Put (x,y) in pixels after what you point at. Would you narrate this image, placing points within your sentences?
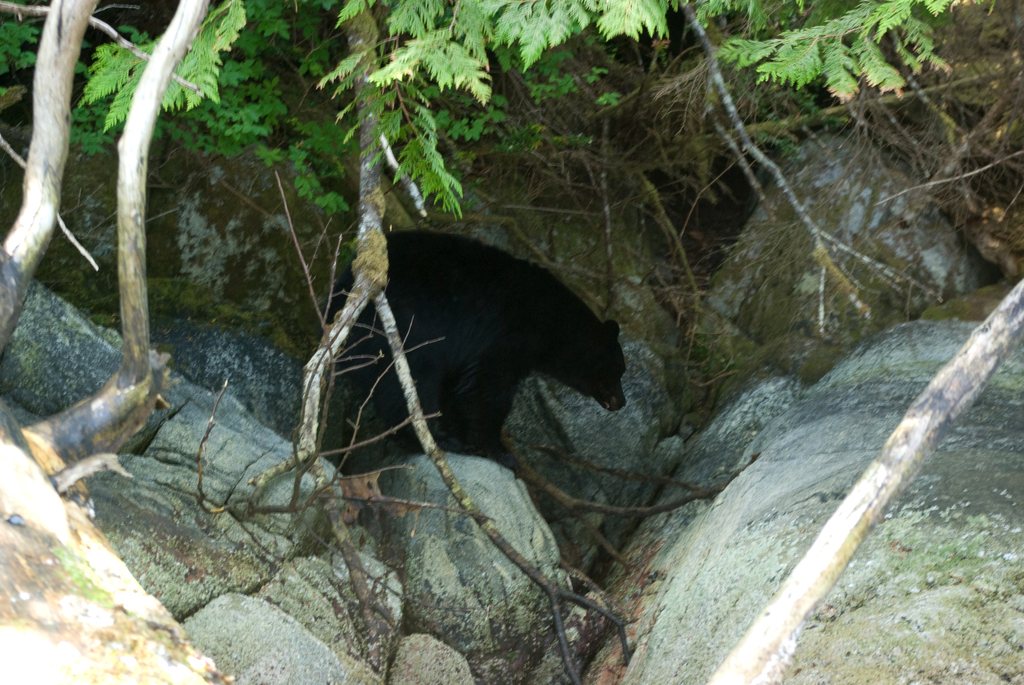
In the image there are many rocks (551,409) and in between the rocks (764,485) there is a black bear (521,318), there are branches (331,74) of trees (358,10) above the bear (486,305).
